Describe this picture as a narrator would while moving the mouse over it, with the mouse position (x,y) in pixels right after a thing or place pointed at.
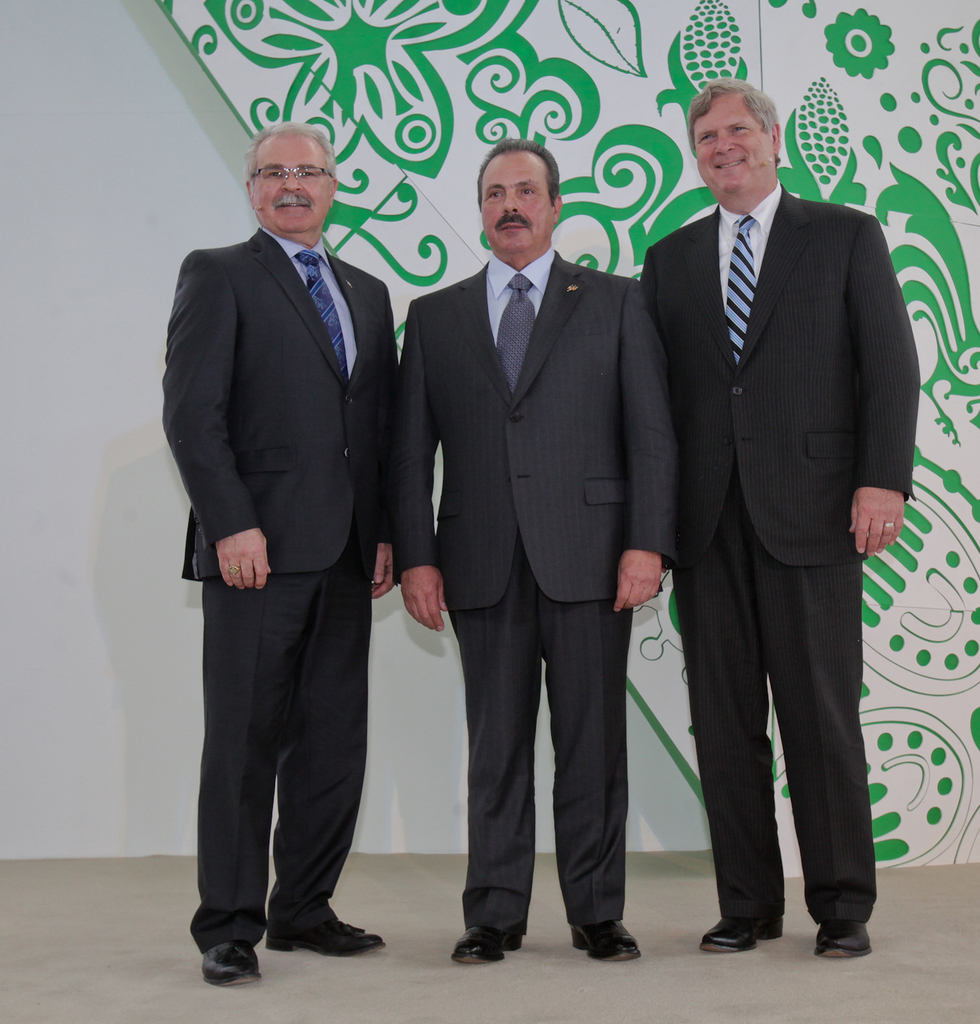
In this picture we can see there are three people (396,559) standing on the floor (396,898) and behind the people (511,619) there is a wall (77,150) and a design board (657,53).
